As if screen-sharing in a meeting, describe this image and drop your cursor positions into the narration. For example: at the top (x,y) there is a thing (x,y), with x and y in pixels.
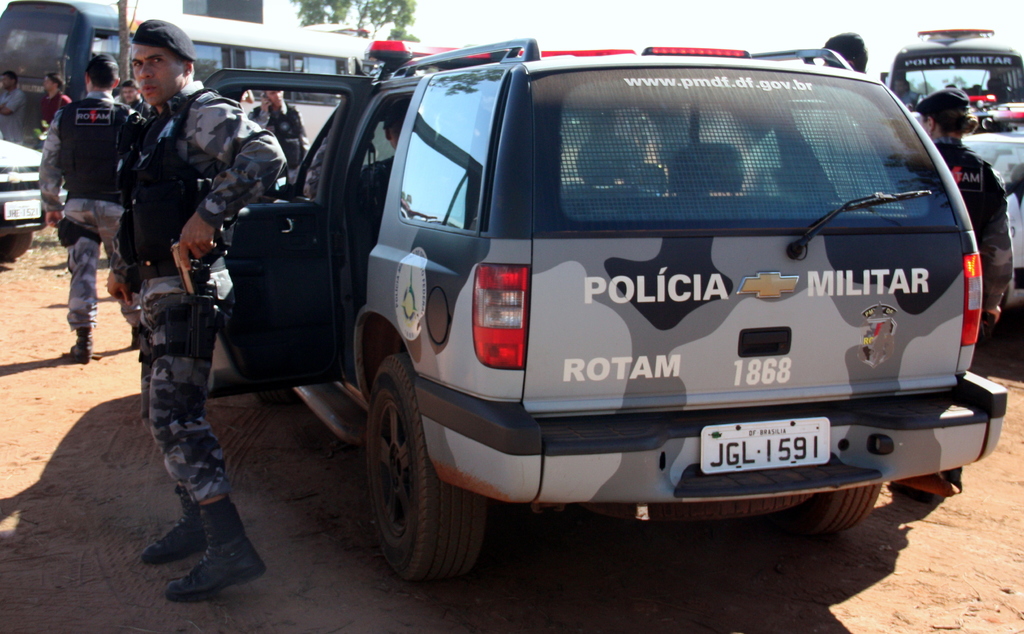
In this image, we can see people (150,206) wearing uniforms (168,153) and caps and some are holding objects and we can see vehicles (582,491) on the road (542,546). In the background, there are trees (314,12).
